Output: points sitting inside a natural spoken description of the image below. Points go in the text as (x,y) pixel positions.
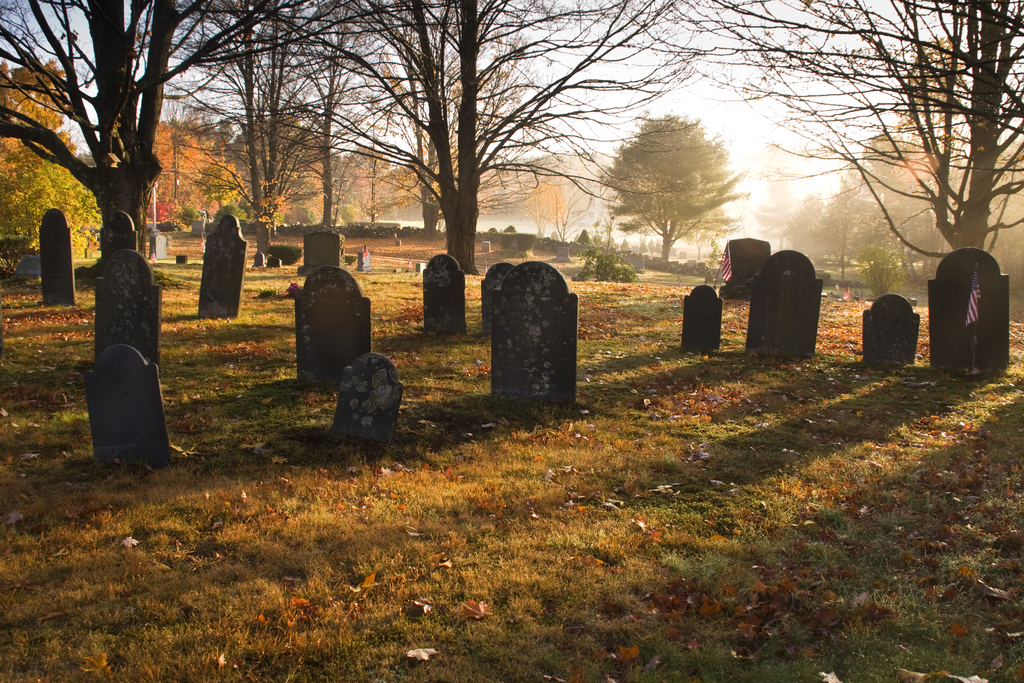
In this image I can see the cemetery (602,542), few leaves (657,490) on the ground (692,442) and number of tombstones (544,346). I can see few flags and few trees (277,150). In the background (51,166) I can see few trees (206,165) which are green and orange in color, the water (532,222) and the sky (690,74).
